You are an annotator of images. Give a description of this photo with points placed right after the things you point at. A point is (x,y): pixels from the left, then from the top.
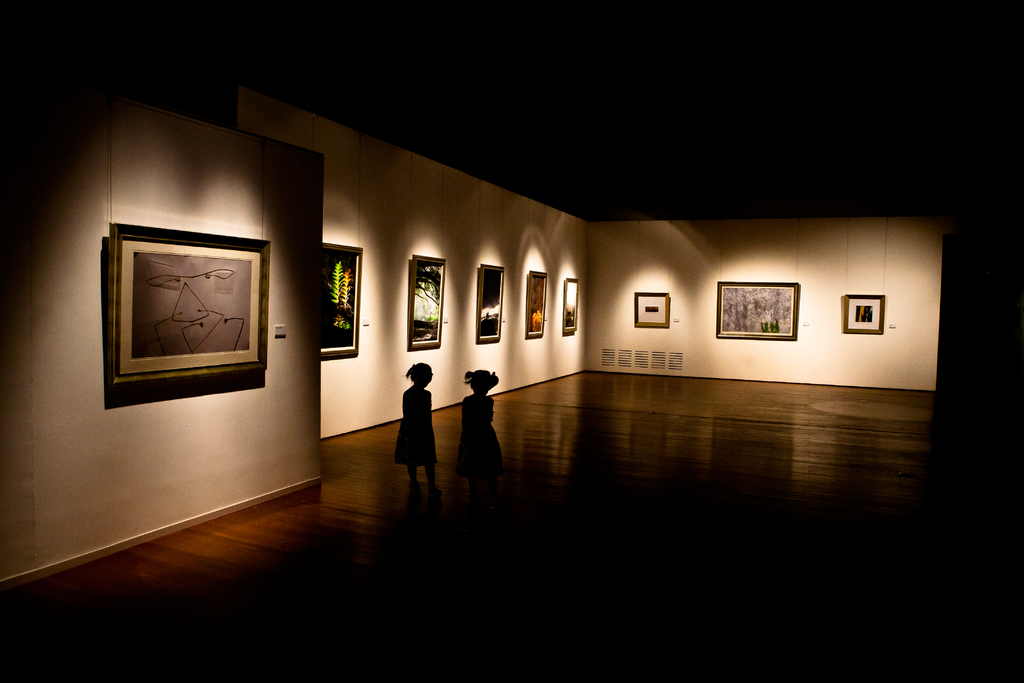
In this image I can see two people (489,454) are standing. Back I can see few lights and few frames (731,285) are attached to the wall (512,253). Background (959,293) is in black color.
